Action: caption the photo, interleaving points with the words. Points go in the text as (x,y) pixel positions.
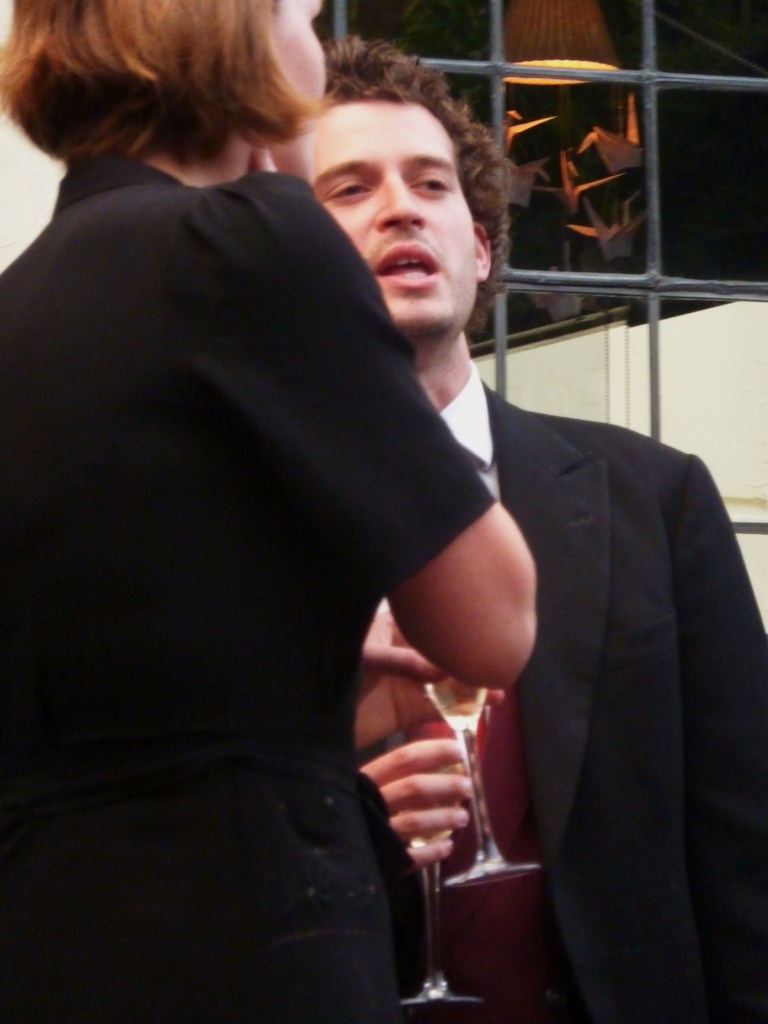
In this image i can see a two persons (491,931) standing, they are holding a glasses (433,989) on their hand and right side person (457,333) wearing a black color suit (532,428), his mouth (387,275) is open, back side of him there is a window (616,122).
